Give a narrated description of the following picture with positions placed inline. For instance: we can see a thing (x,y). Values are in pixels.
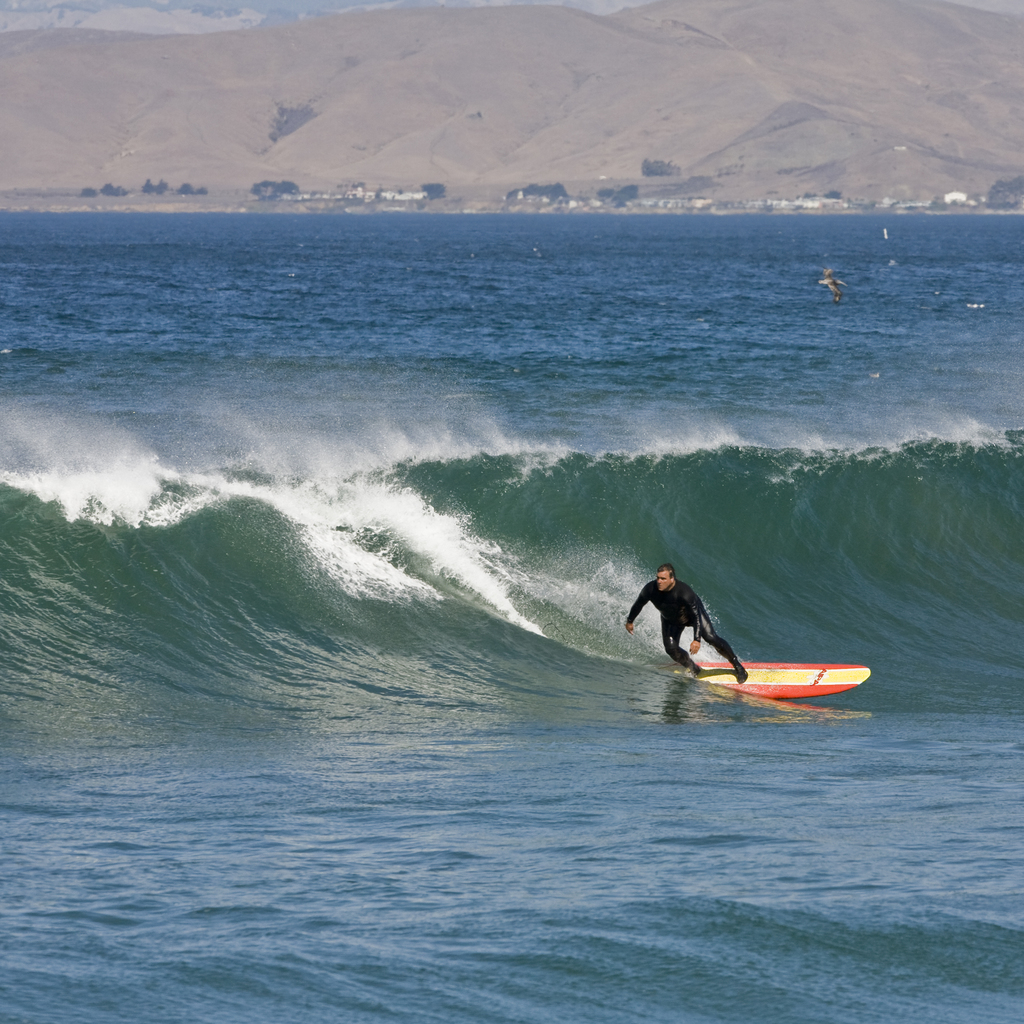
In the image there is a man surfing on the waves (409,566) of a sea (353,389) and in the background (470,35) there are mountains (711,103).
